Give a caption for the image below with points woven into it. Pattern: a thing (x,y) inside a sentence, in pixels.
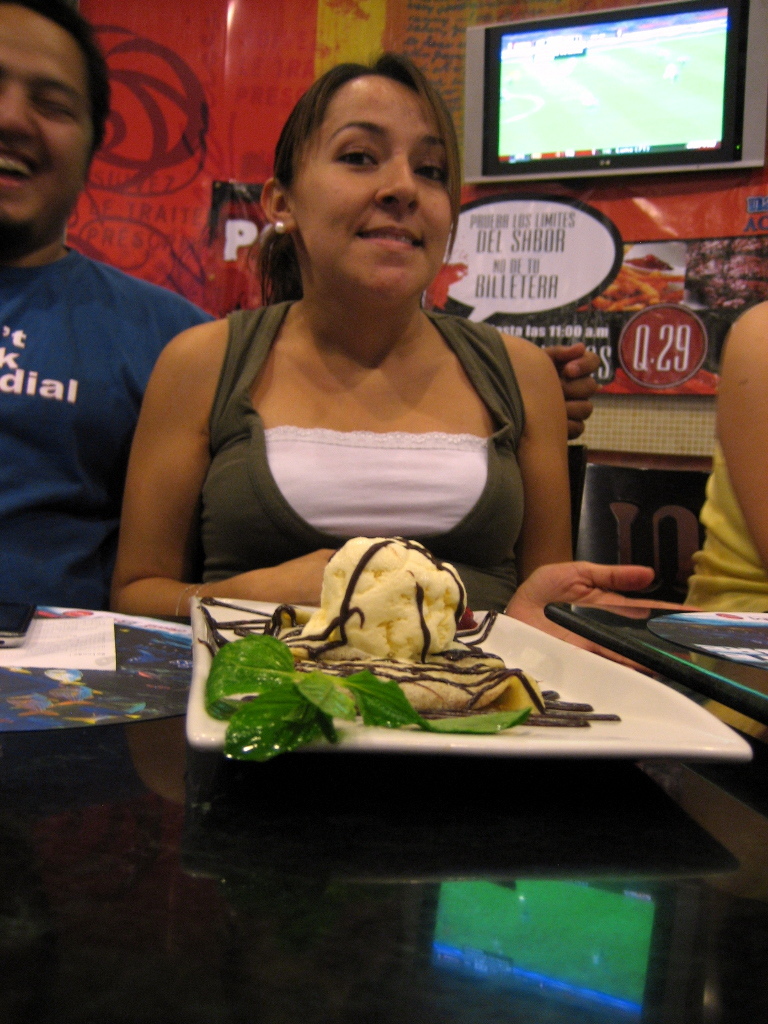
In this picture there is a woman (430,178) sitting and smiling, in front of her there is a table (215,817) and a plate (641,733) with some ice cream (457,612) served in it and in the background (476,25) is a television (603,160) and wall (279,83).
